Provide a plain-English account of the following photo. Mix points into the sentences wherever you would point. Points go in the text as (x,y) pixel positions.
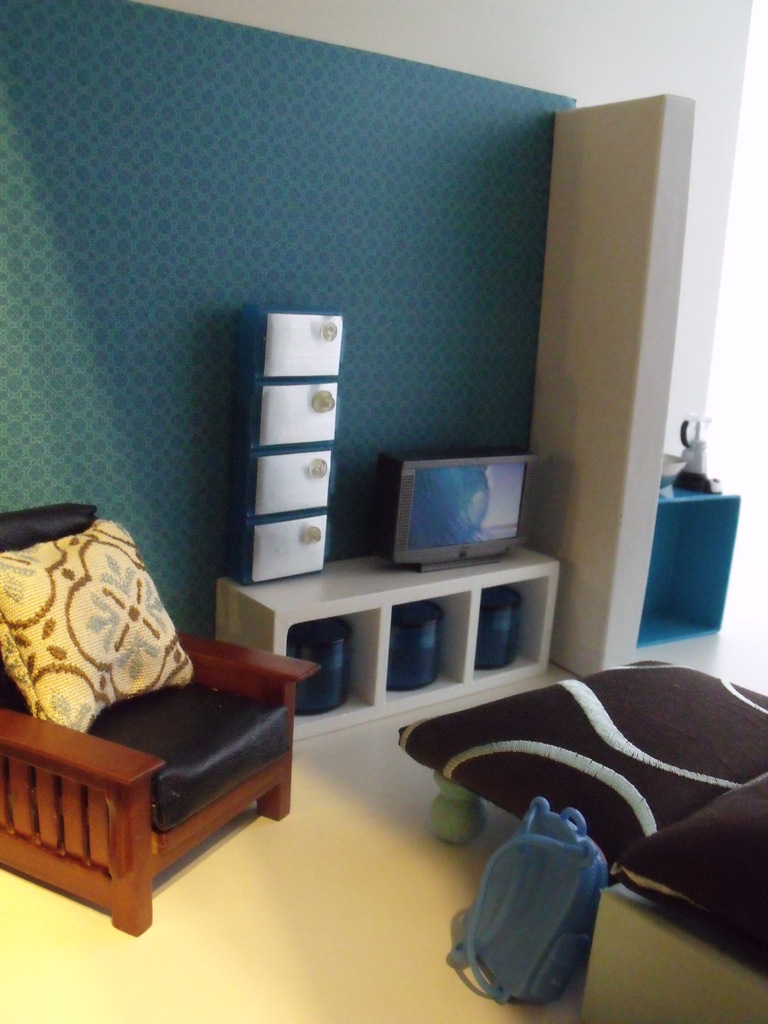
This picture is clicked inside the room (685,268). On the right (576,690) there is a bed (671,733) and a pillow (732,812) is placed on the top of the bed (627,723) and there is a bag (502,926) which is placed on the ground (463,992). On the left (119,552) there is a Sofa (166,711) and a cushion (104,605) is placed on it. In the center (492,531) there is a television (432,503) placed on the top of the table (380,612) and there are some drawers (307,461) next to the Television (404,499) and on the right middle (701,424) there is a mixer grinder (700,459) placed on the desk (682,494). In the background (464,87) there is a wallpaper (433,125) on the wall (422,131).
